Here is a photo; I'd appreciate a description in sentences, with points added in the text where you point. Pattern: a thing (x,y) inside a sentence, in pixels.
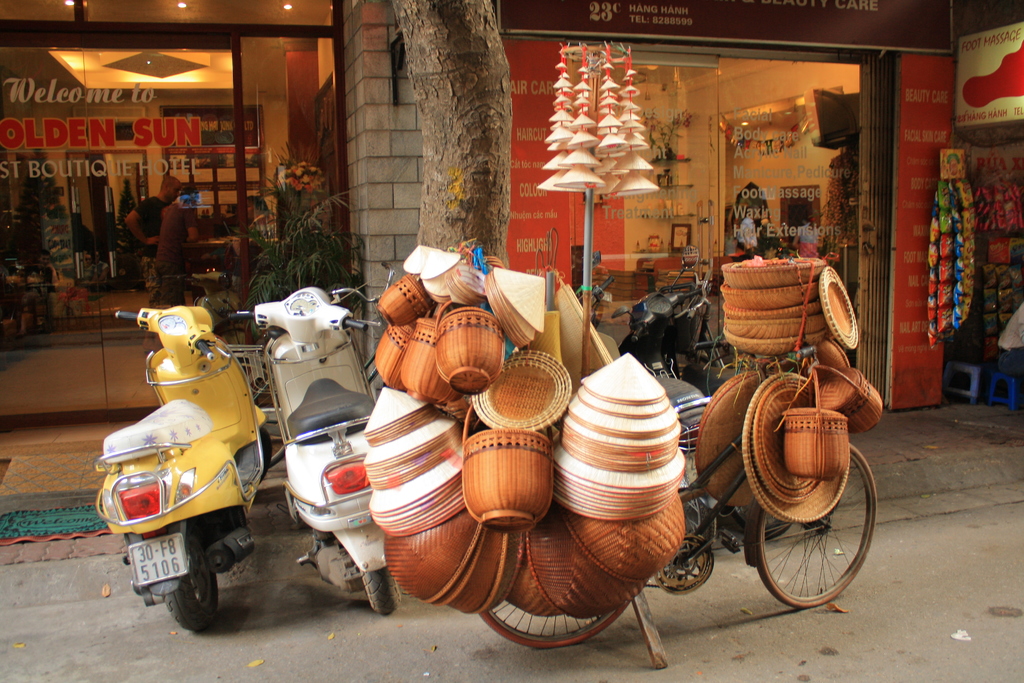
In this image, we can see scooters (328,342) in front of glass doors (615,225). There is a stem (455,18) at the top of the image (478,60). There is a plant (272,238) in the middle of the image (345,262). There is a board (848,14) in the top right of the image (859,15). There are food packages (963,225) on the right side of the image (969,254). There is a bicycle (669,586) at the bottom of the image (479,481) contains some handicrafts (604,363). There are lights (183,5) in the top left of the image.
